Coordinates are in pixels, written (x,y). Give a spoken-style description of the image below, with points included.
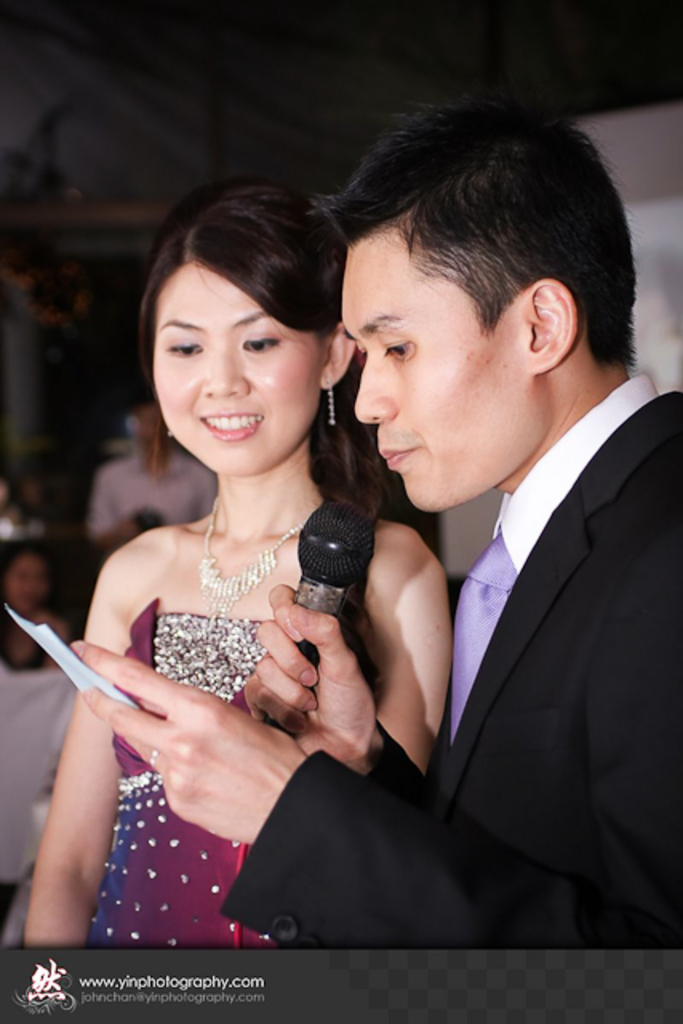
This image is clicked inside the hall (441,535), the two persons (201,390) standing here one is man (528,635) and other one is woman (202,615). The man (183,709) is holding a mic (334,521), he is wearing black blazer (535,664), purple color tie (476,587). Woman (179,596), she is wearing maroon color gown (162,847), she is wearing a chain (263,560) and earrings (332,402). She is smiling.
